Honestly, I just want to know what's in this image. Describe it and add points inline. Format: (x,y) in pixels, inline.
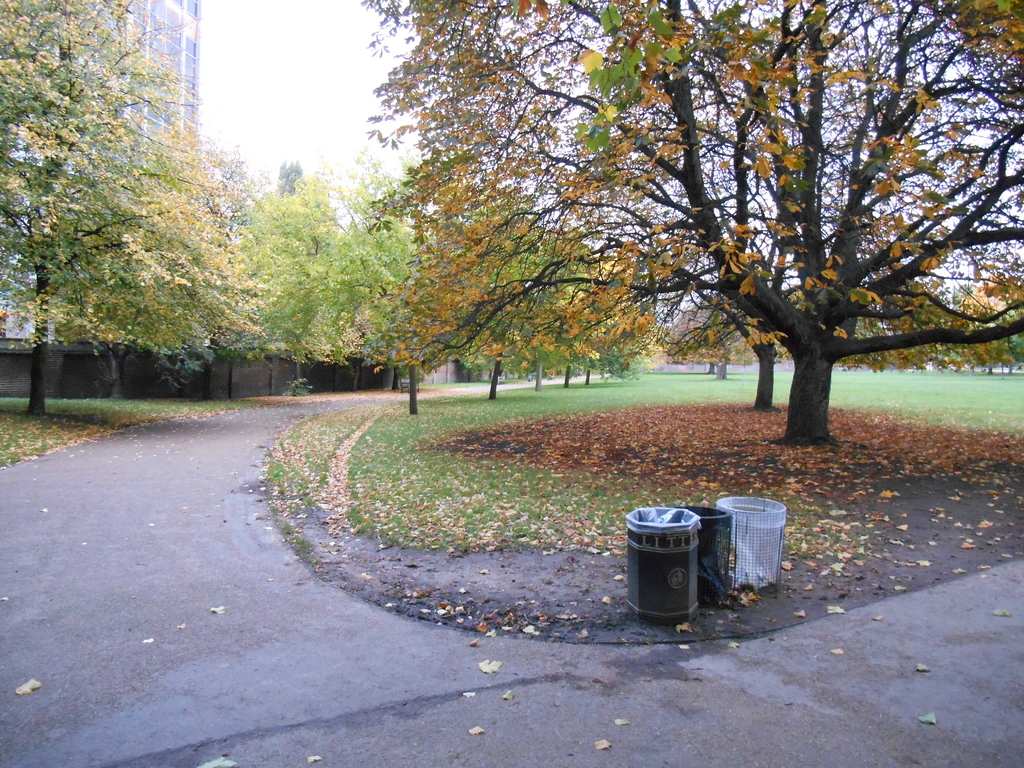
In the image we can see there are trees (566,286) and the building (145,19). Here we can see the road (139,519), dry leaves (438,511), grass (546,482) and the sky (207,165).
